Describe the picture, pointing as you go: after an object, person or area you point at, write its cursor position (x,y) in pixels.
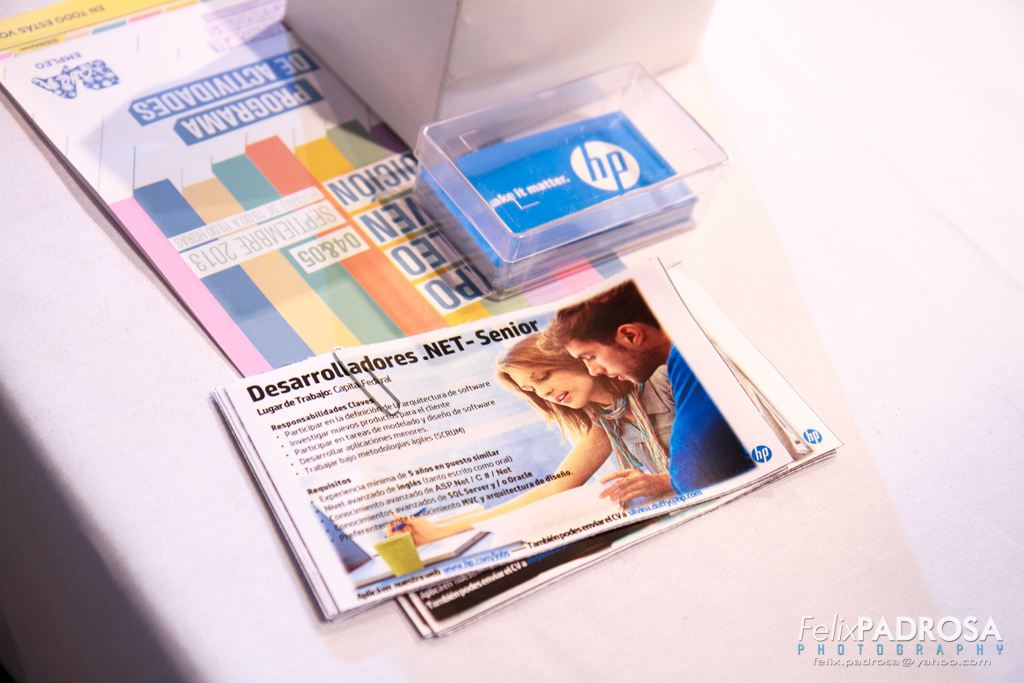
In this image there are cards (594,196) in the box (464,173), papers (370,362), pamphlets (415,394) with a paper clip (394,414) and a box (621,23) on the table (752,528), and there is a watermark (970,641) on the image.
